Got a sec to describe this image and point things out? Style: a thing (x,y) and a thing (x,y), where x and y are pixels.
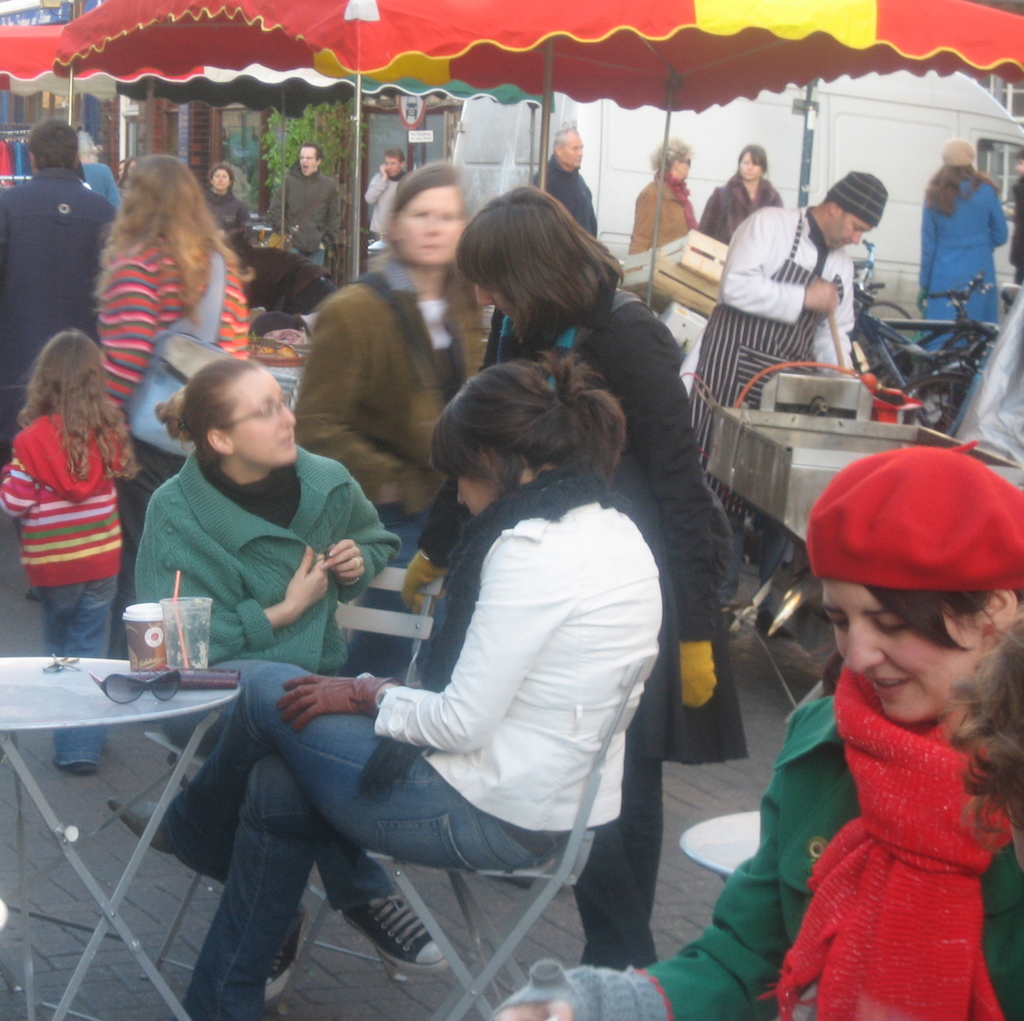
In this picture there are two women (557,616) who are sitting on the chair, beside them there is a table (161,712). On the table (138,714) we can see goggles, glass (197,611), mobile phone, keys (58,661) and cup (138,650). In the background (750,336) we can see another person (742,321) who is standing near to the bicycle (921,392). In background (429,120) we can see the buildings (436,123), sign boards (417,109) and plants (349,151). At the top (536,63) there is a tent (578,56). On the left (180,209) we can see a woman (171,301) who is standing near a girl (93,451).
